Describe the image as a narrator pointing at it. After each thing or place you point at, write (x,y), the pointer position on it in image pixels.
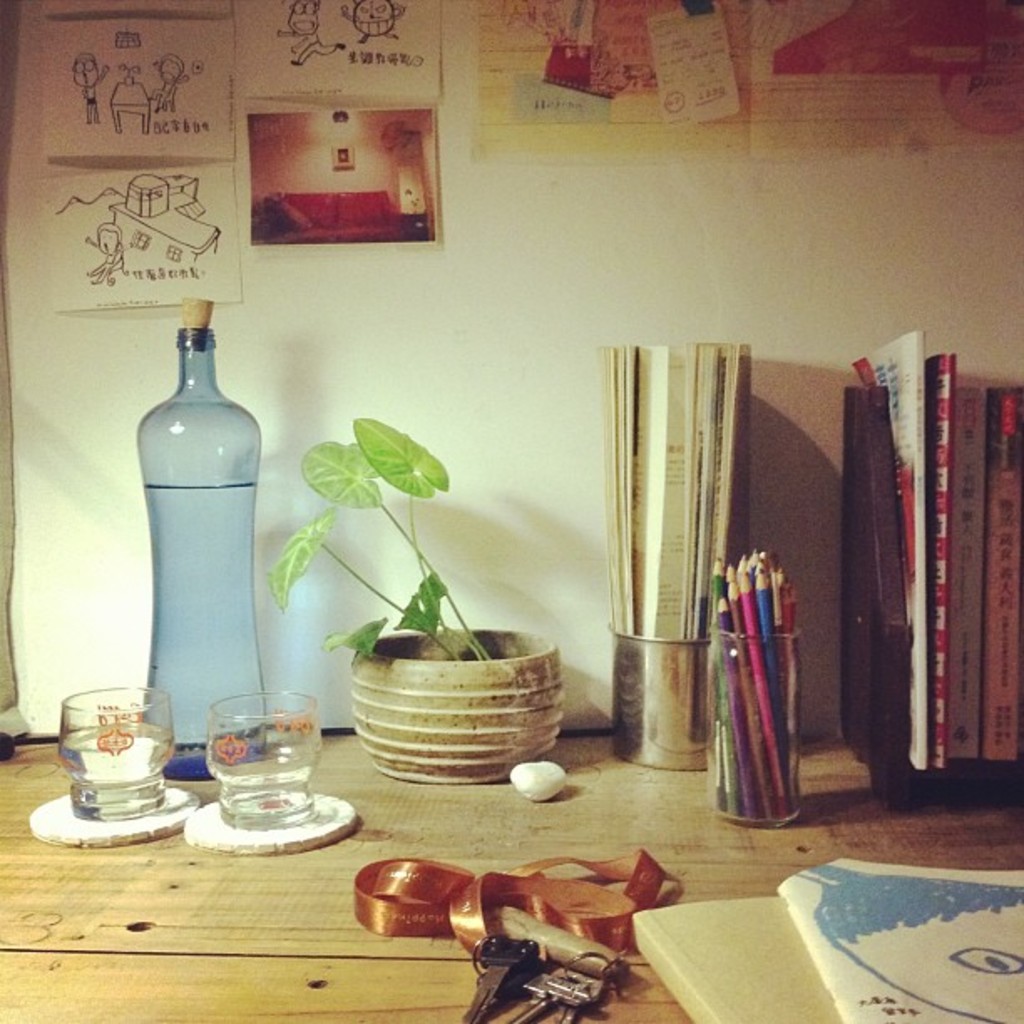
We can see bottle (187,408), plant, glass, keys (496,946), books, pencils (742,587), on the background (572,225) we can see posters (851,86), wall (683,232).
